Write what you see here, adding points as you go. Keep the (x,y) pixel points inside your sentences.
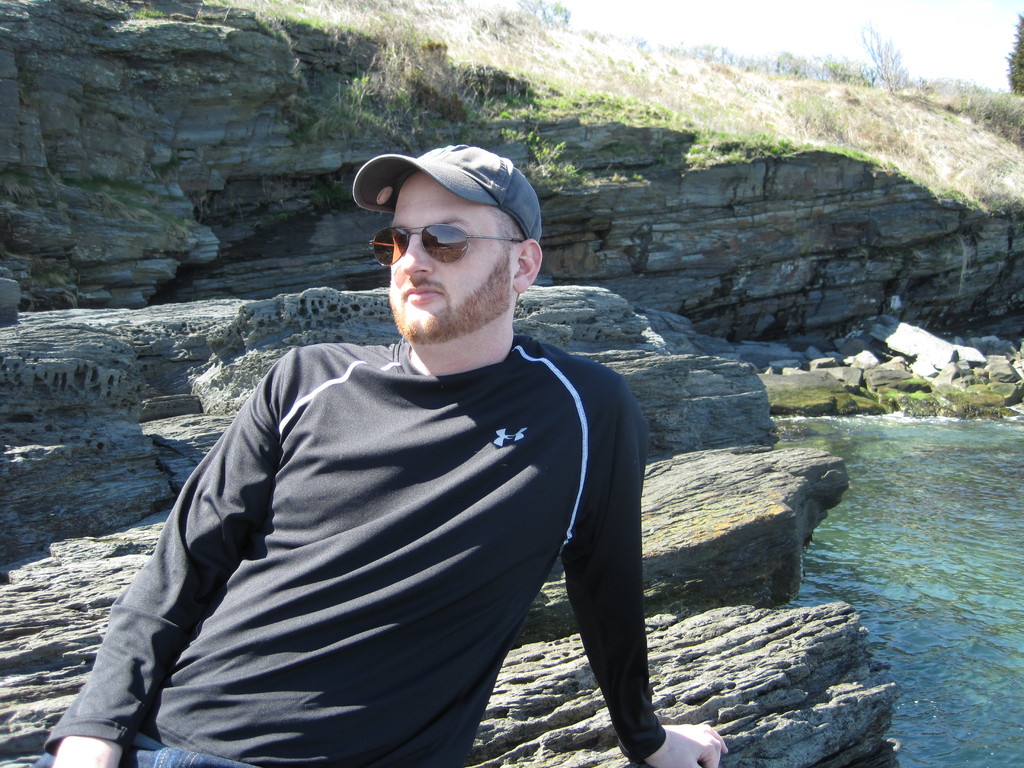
Here in this picture we can see a person (300,427) in a black colored t shirt (380,494) present over a place and we can see he is wearing goggles (444,229) and cap (442,151) on him and he is keeping his hand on the rock stone (736,674) present behind him all over there and we can see grass (426,114) covered on the rock stones (874,380) over there and on the right side (924,498) we can see water (961,502) present all over there and in the far we can see trees (1016,82) present.
